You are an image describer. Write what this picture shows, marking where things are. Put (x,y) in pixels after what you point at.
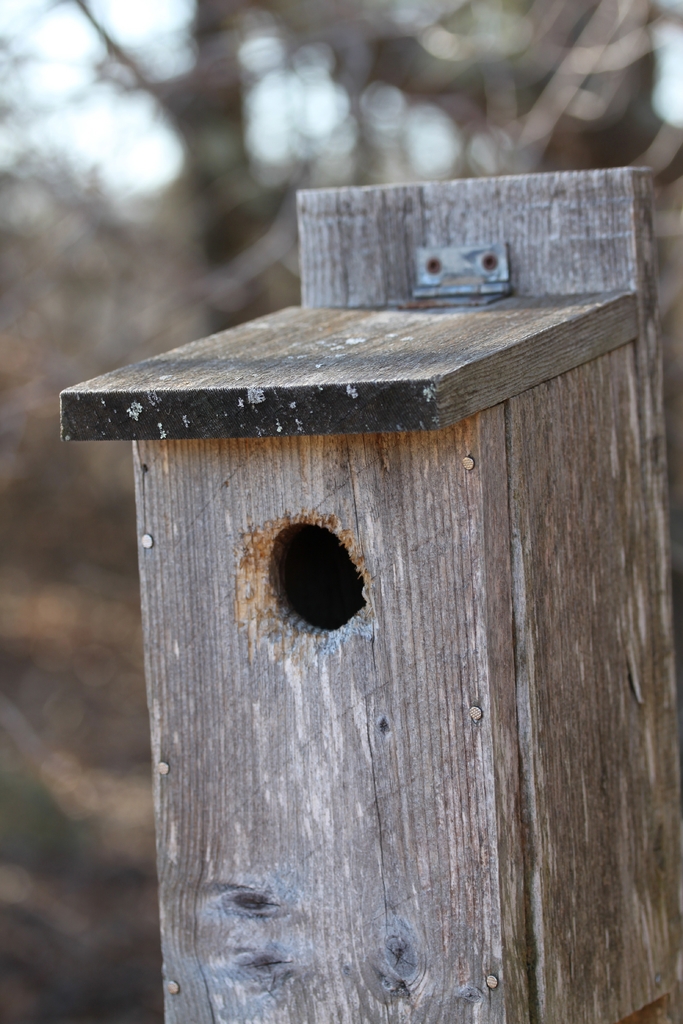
In this image we can see a wood box (410,509) with a hole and a hinge (429,271) on it.
